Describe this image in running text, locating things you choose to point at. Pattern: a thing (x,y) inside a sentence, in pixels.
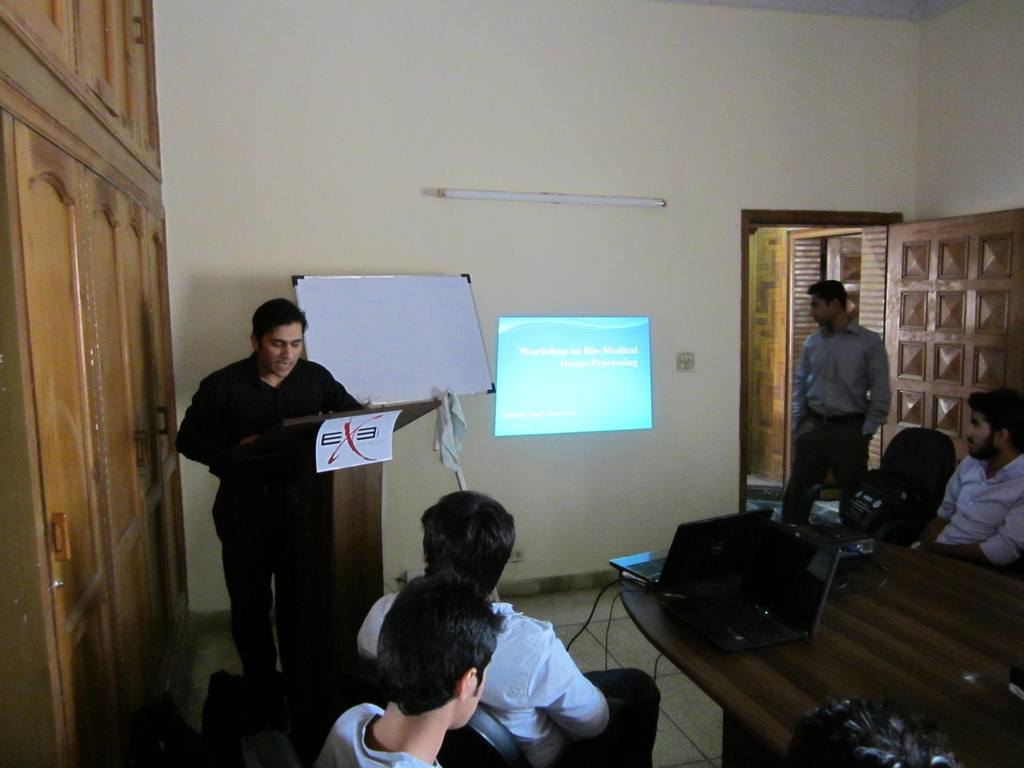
In this picture we can see some persons (366,720) are sitting on the chairs (913,465). This is table (717,663). On the table (869,600) there are laptops (711,599). Here we can see two persons (266,338) are standing on the floor (573,627). On the background (603,140) there is a wall (653,245). Here we can see a screen (577,370) and this is board (388,312).
